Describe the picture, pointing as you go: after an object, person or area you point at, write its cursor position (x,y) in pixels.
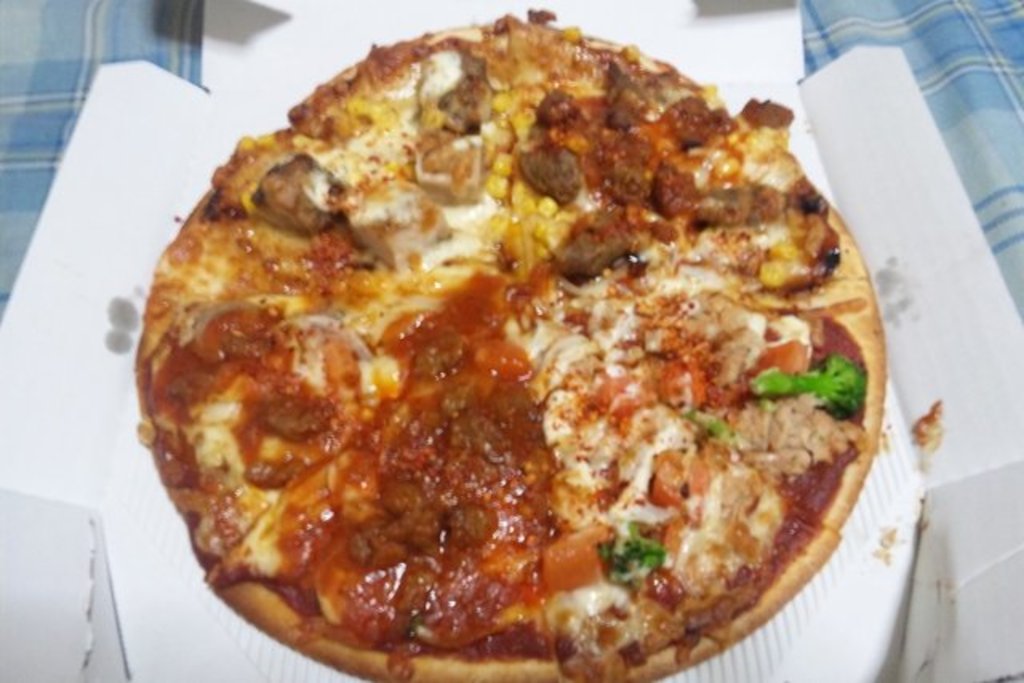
In this picture there is a pizza (761,453) on the white box (20,528). At the bottom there is a sky blue and white cloth (54,74).
